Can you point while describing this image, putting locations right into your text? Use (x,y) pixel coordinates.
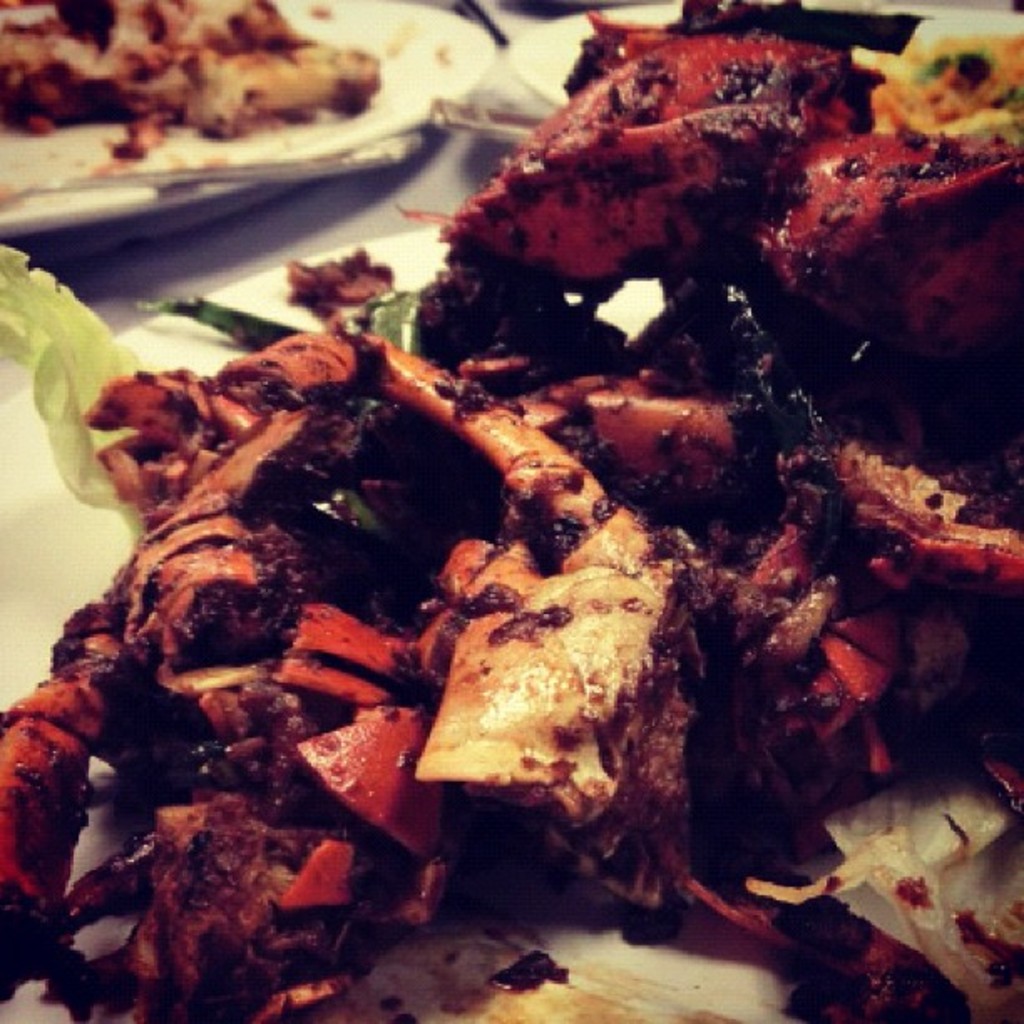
In this image we can see a food item (585,674) kept on the plate (475,997). In the background (23,215), we can see a few more plates (37,153) with food (314,93) and spoons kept on it are placed on the white color surface (86,230).
